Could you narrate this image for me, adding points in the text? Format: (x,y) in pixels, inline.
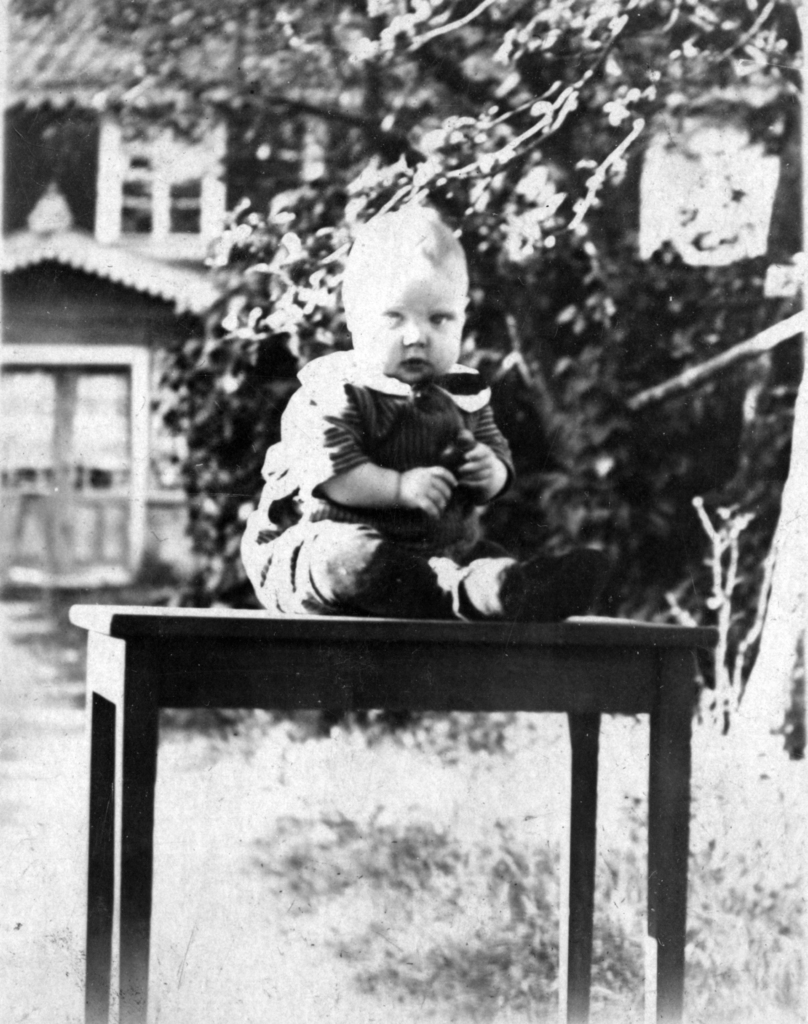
In this black and white picture there is a child (387,554) sitting on the table (297,623) in the garden (529,773). Behind him there is house (93,258) and trees (440,88). Below the table (287,636) there is grass (740,769).
